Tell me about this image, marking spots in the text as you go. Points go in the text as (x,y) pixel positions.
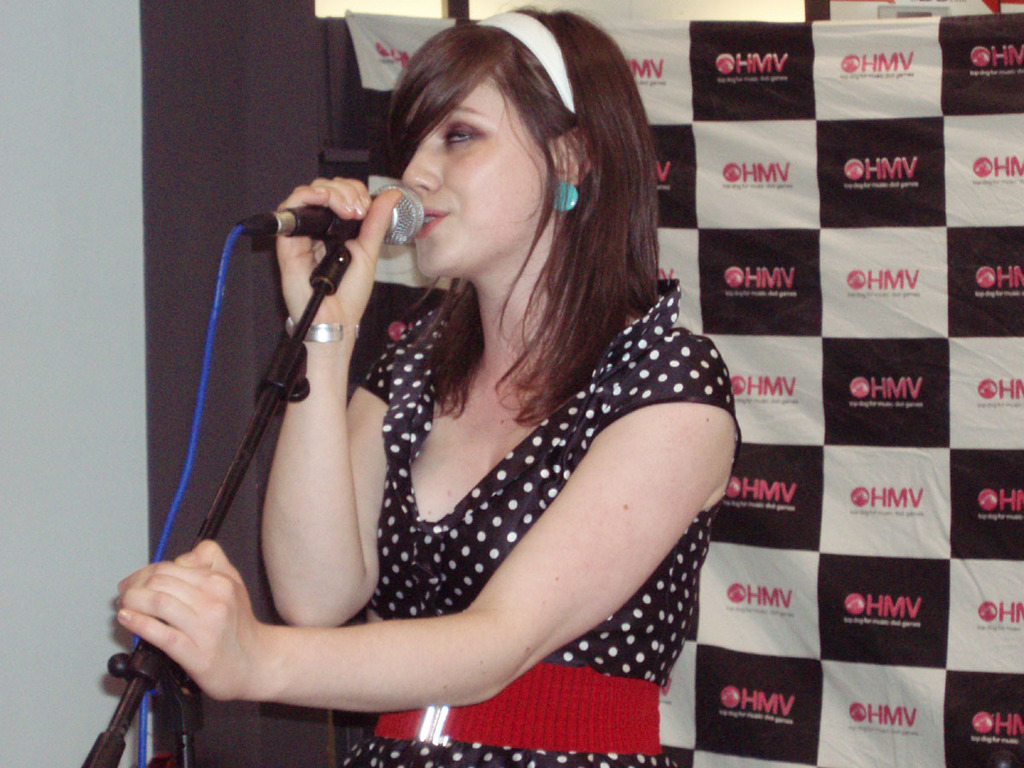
This image consists of a woman (446,546). She is wearing black color dress (680,340), there is a mic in front of her, she is holding the mic (406,205). Behind her there is a banner (825,372). She is singing something. She wore a hair band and she has earrings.
